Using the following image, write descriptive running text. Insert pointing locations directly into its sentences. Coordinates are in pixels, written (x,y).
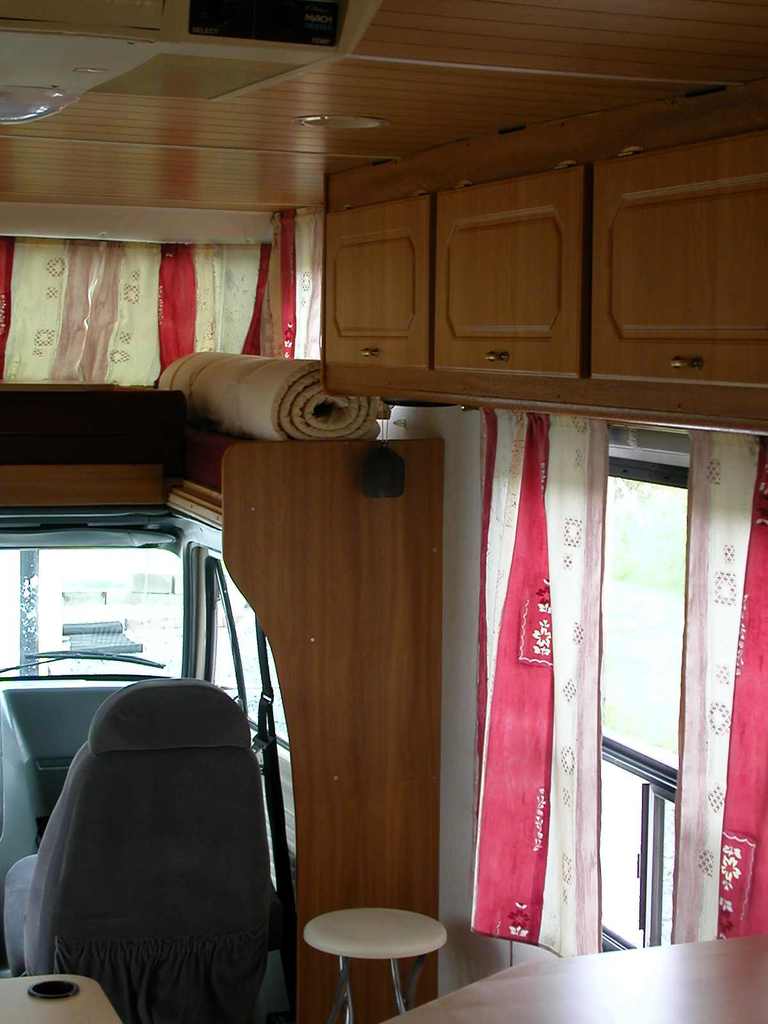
In this image I can see a chair (208,989), a stool (419,917) and a cupboard (466,295) over here. I can also see curtains (504,473) on windows (613,754).
